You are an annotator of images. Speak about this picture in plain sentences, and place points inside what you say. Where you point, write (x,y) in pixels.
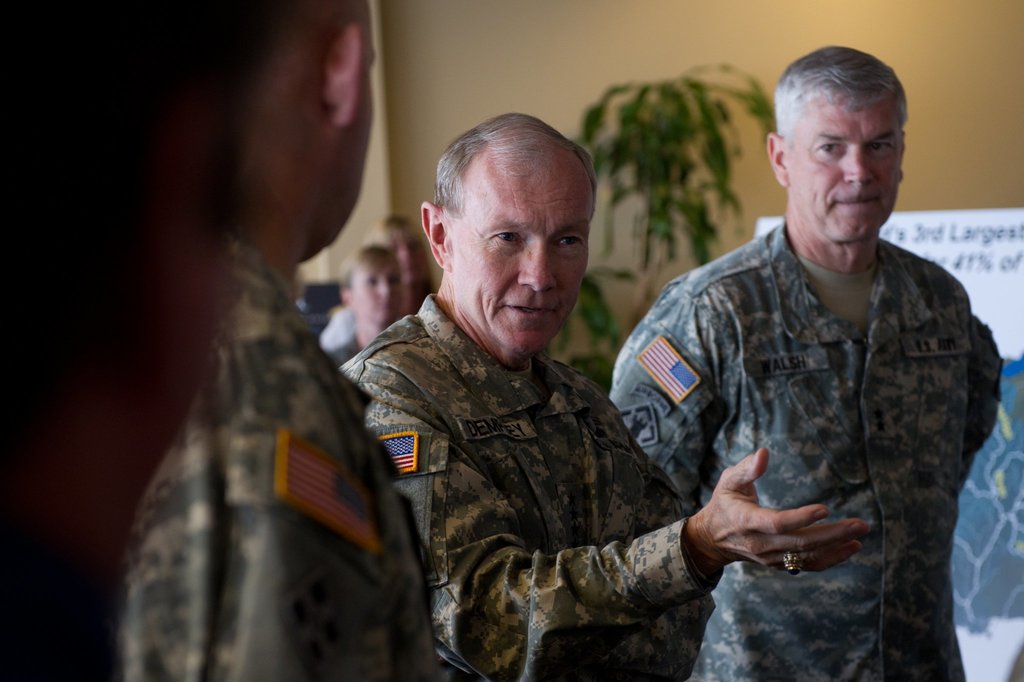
In the picture we can see some group of persons (562,412) wearing camouflage dress (575,462) standing and discussing and in the background of the picture (712,161) there is board (1014,343), plant (692,236) and a wall (637,58).
